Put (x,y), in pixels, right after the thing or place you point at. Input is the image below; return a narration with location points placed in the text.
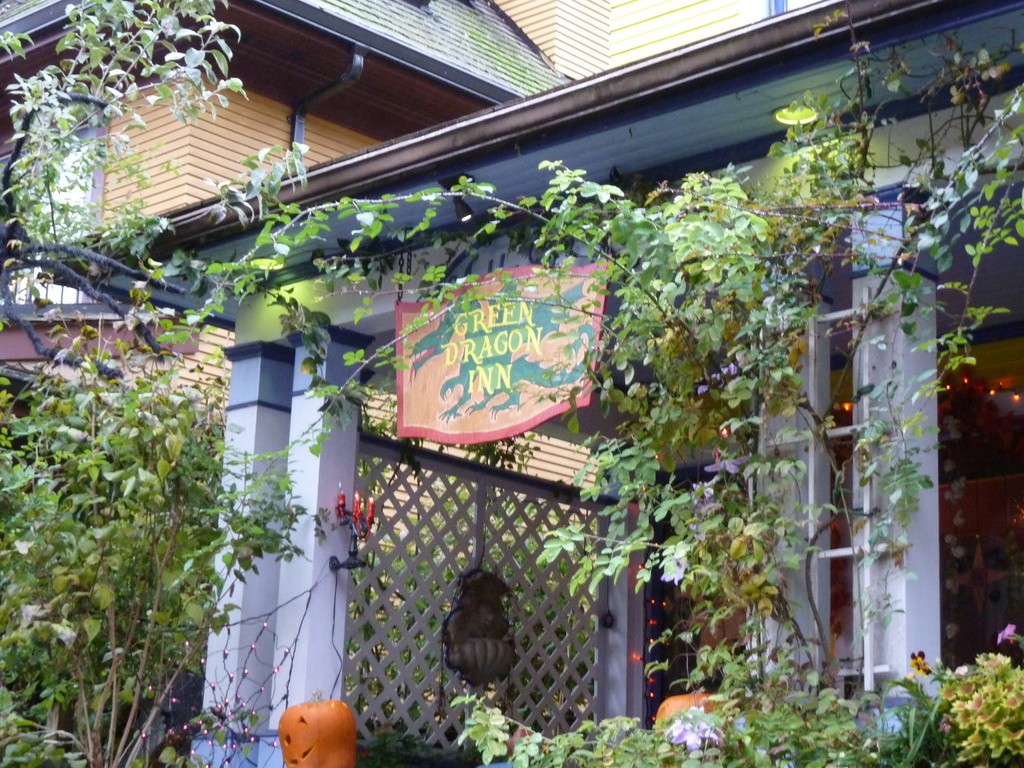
In this picture there is a building (383,313). Here we can see the board (496,350) on the entrance (803,614). At the bottom (791,650) we can see plants (663,726), flowers (707,729) and pumpkin (347,739).
